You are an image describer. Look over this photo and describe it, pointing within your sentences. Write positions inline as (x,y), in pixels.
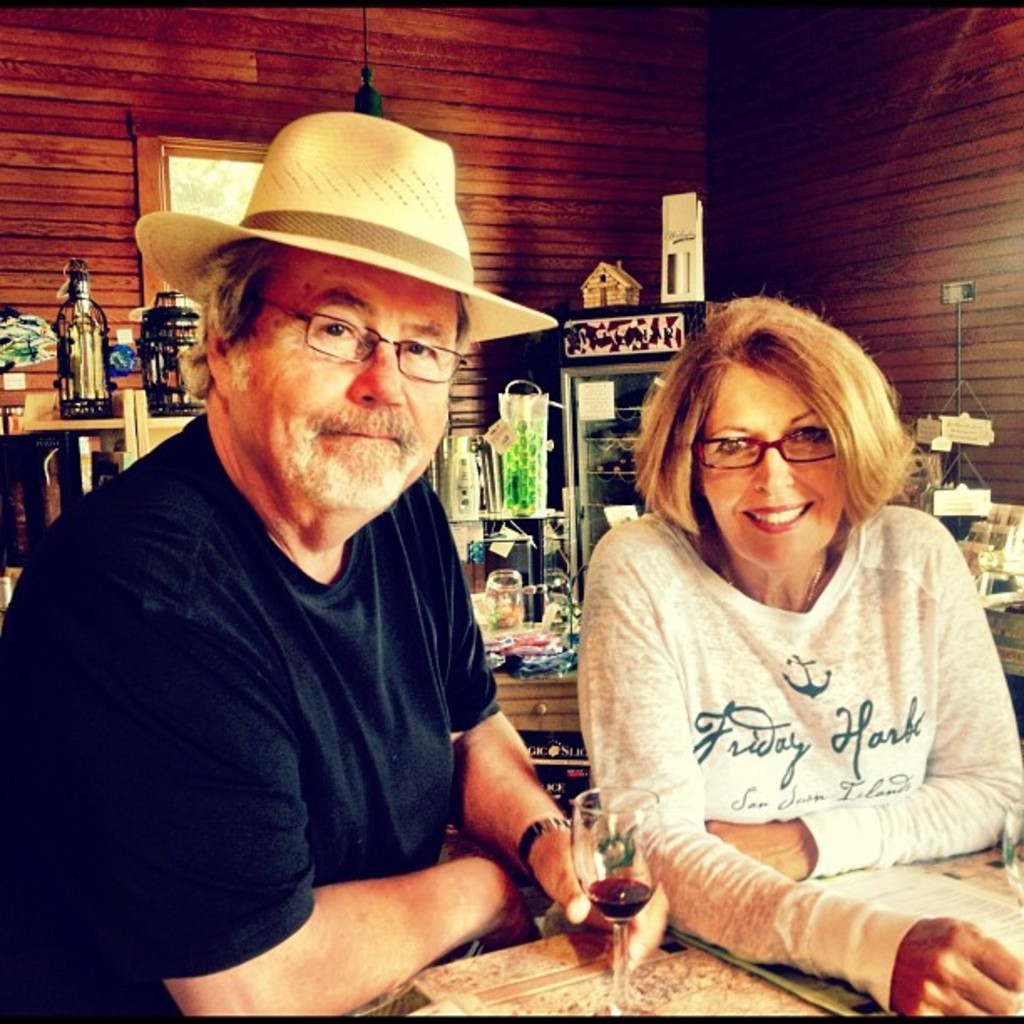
In this picture there is a man (350,466) who is wearing hat (405,215), spectacle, t-shirt (297,771), watch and holding a wine glass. Beside him there is a woman (763,867) who is standing near to the table (669,1003). On the table (983,864) I can see the papers (918,913). In the back (624,414) I can see the fridge (637,420), beside that I can see the shelves (513,610). On the shelves (492,530) I can see the bottles (86,343), boxes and kitchen appliance (454,509). In the top left (187,152) there is a windows (176,161).
